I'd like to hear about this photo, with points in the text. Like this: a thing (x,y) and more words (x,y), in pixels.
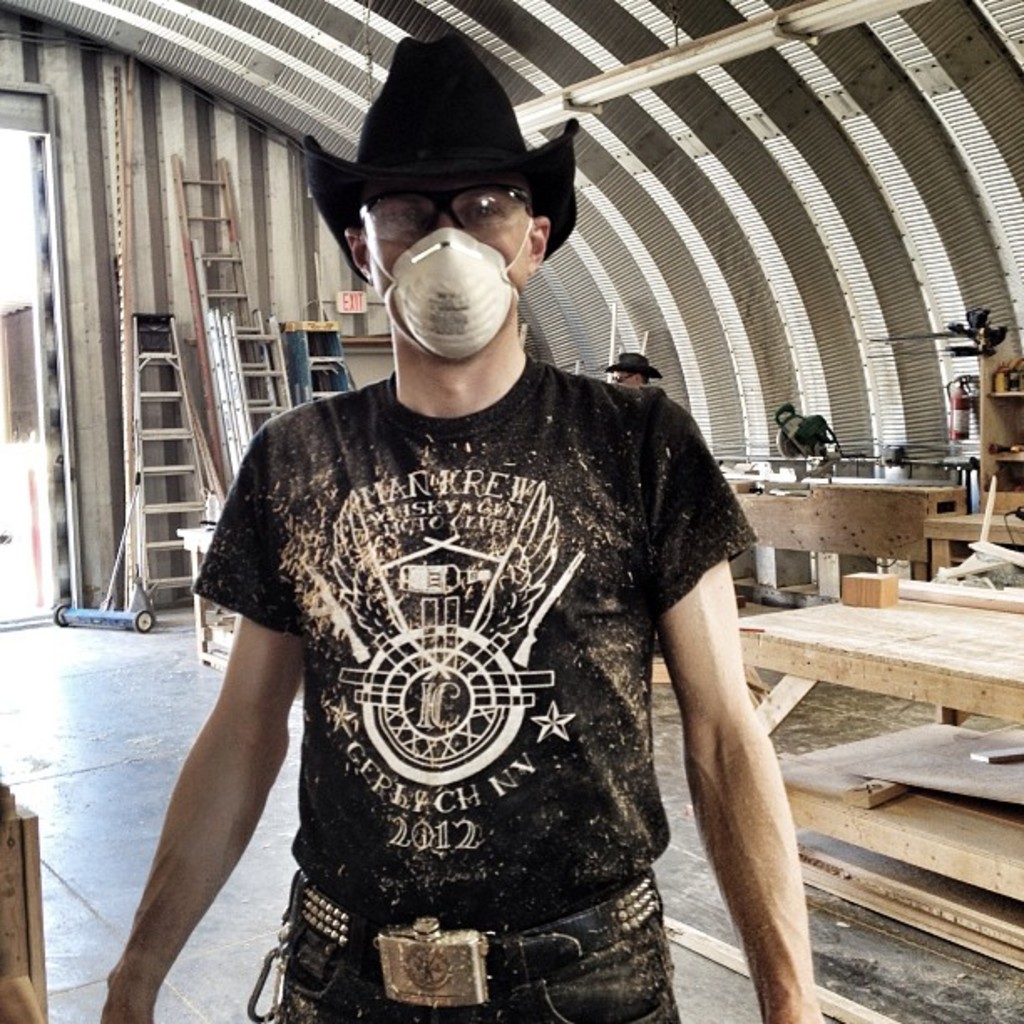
In this image, we can see a person (492,500) is wearing a hat (440,173), goggles (454,204), and mask (461,340). Background (279,351) we can see ladders (314,333), signboard (356,298), wooden tables (859,486), wooden boards (1004,784), some objects (1012,445). Here we can see a person (629,379).
